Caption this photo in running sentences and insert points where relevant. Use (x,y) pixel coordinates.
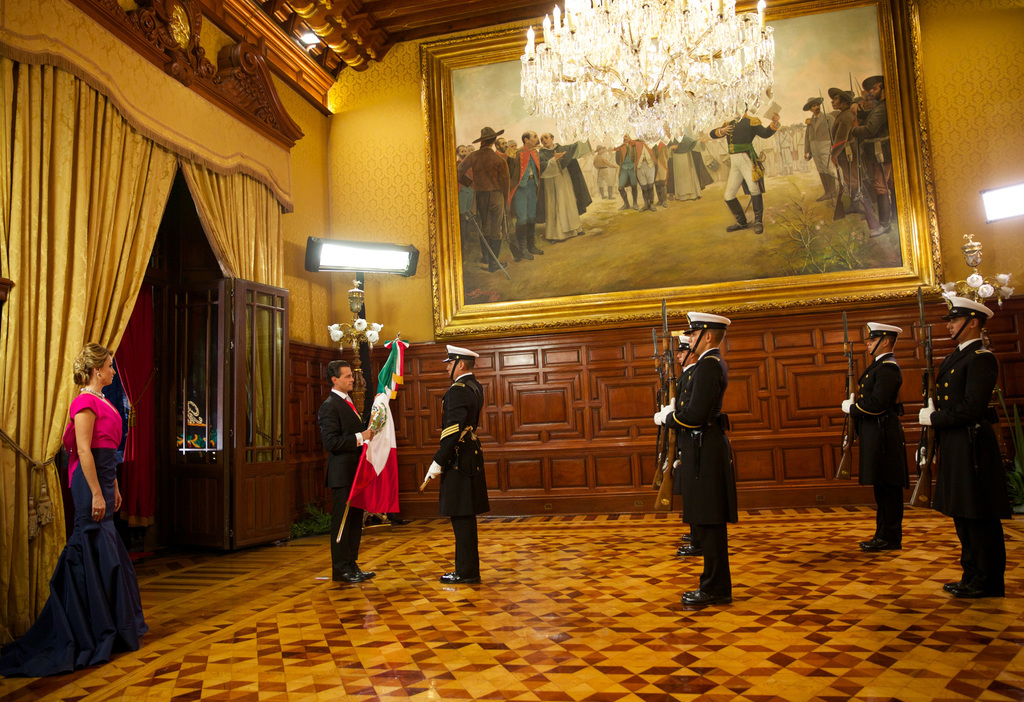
This image is clicked inside a room (302,561). There are people (970,390) standing in the room (617,617). The man (350,478) to the left (333,518) is holding a flag (363,460) in his hand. Behind them there is a wall (344,122). There is a picture frame (522,176) on the wall (384,126). To the left (60,170) there are curtains (142,205) to the door (228,410). Beside the door (285,368) there are lights (363,320) and a lamp stand (363,308). At the top (610,69) there is a chandelier (626,65). To the left (67,578) there is a woman (115,499) standing.
